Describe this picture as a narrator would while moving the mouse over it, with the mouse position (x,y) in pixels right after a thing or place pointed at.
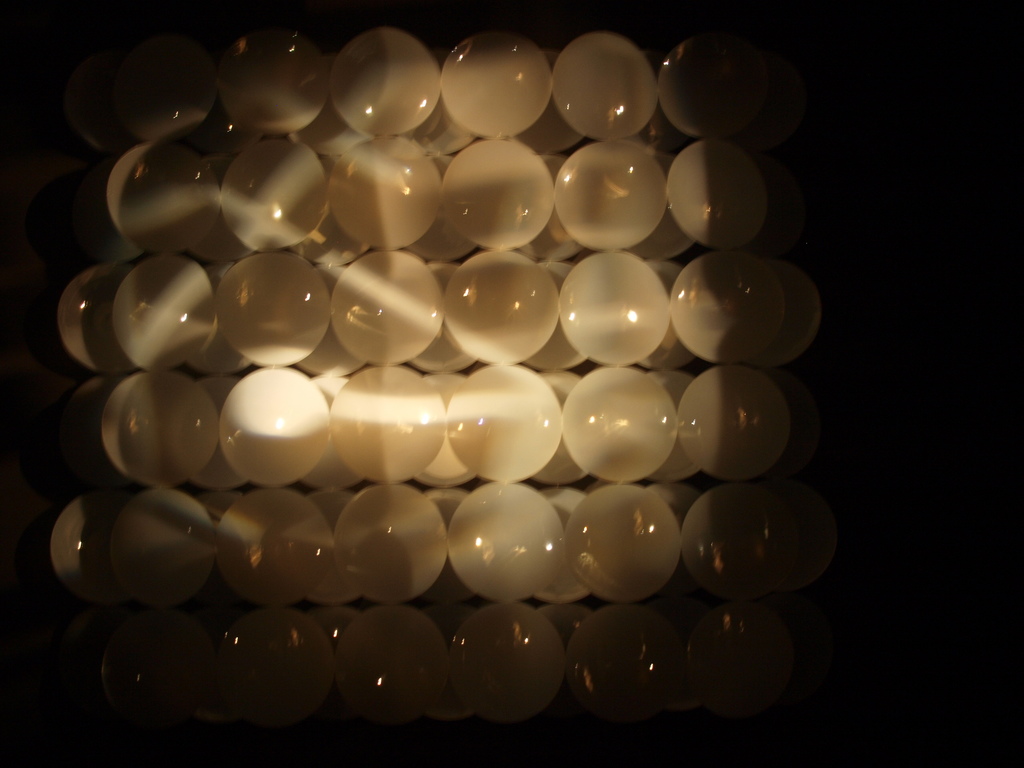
These are the white color balls (484,452).
